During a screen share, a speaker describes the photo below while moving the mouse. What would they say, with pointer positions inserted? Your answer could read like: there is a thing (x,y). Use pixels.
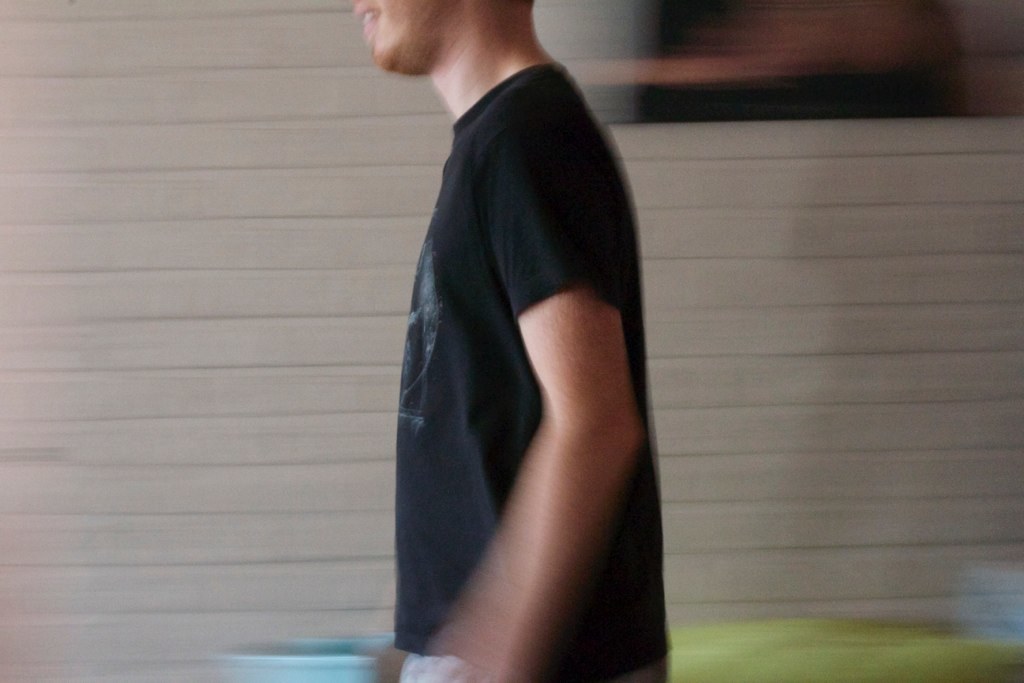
In this picture there is a man (534,326) with black t-shirt (439,529). At the back (238,673) there are objects (796,639) and there is a frame (665,75) on the wall (250,291).
